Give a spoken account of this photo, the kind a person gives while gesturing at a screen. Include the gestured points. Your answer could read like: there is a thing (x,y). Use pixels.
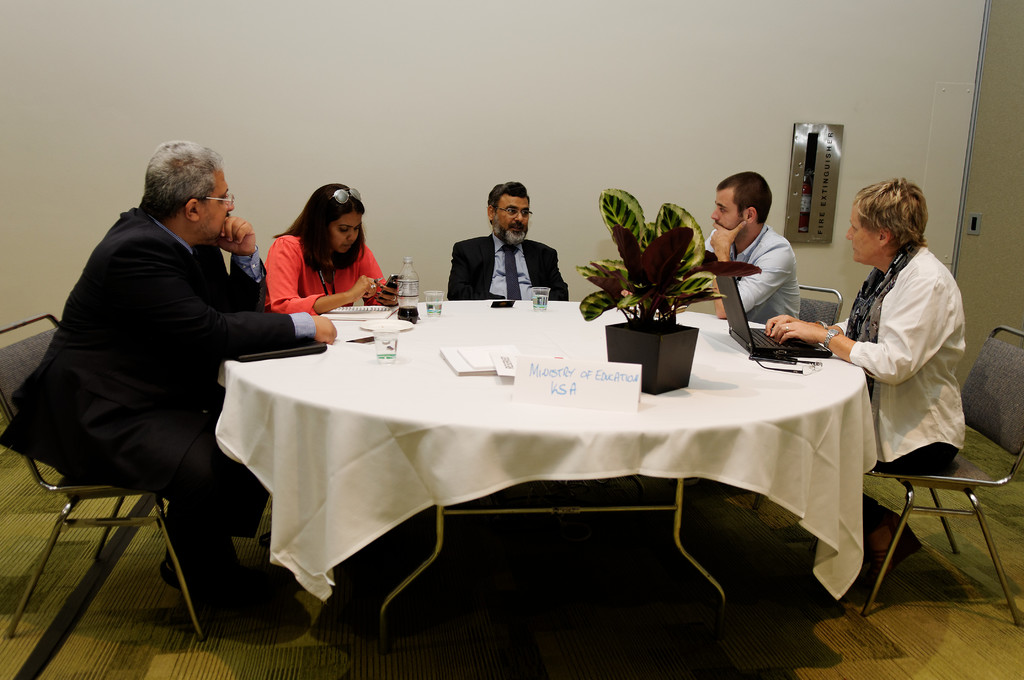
The image is inside the room (804,317). In the image there are group of people (773,334) sitting on chair (86,494) in front of a table (370,380), on table (398,439) we can see a cloth (434,463), book (458,356), bottle (413,311), glass of water (430,301) and a laptop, flower pot (667,333), plant (657,292). In background (454,91) there is a wall (704,75) which is in white color.
